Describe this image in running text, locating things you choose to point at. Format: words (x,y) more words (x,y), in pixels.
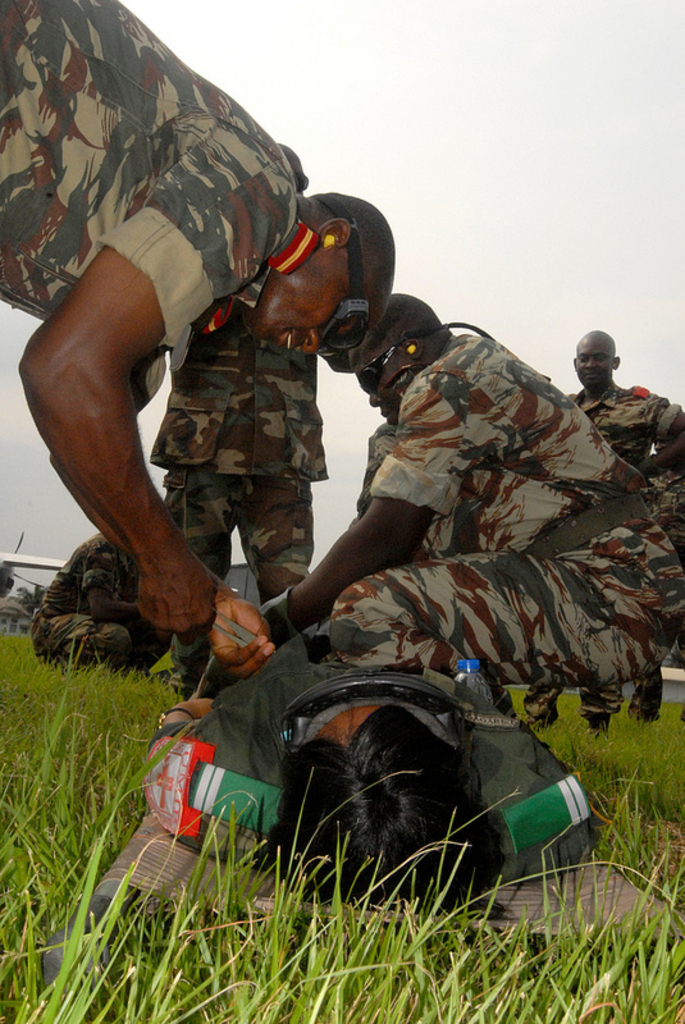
In this image there are many people (355,525) wearing uniform (465,528). Here a person (326,760) is lying on the ground (56,685). On the ground (108,718) there are grasses (95,719). The sky (392,114) is clear. Here three persons (310,753) are wearing eye protection glasses (382,358).
